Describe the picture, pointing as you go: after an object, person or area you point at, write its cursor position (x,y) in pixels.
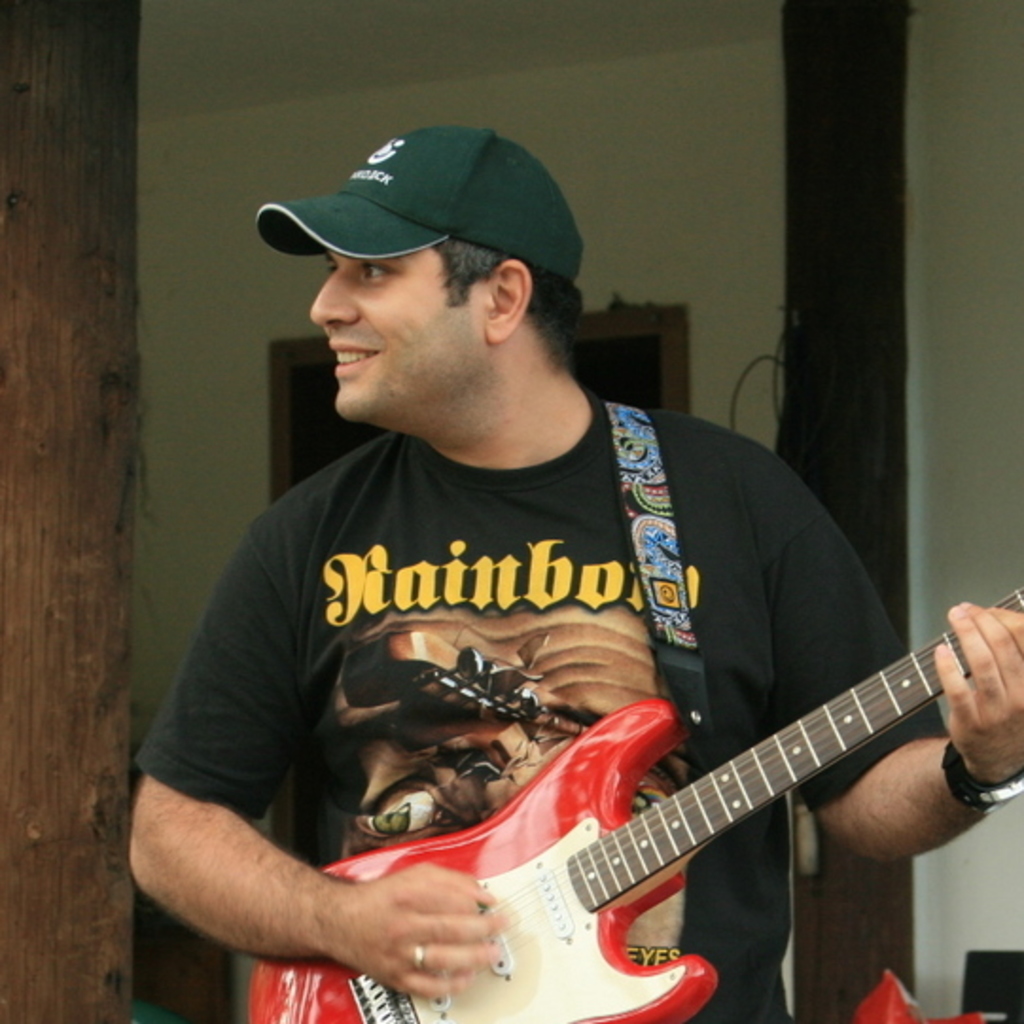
I can see a man (474,601) wearing a black T-shirt (738,593) holding and playing guitar (655,841). He is wearing a wrist watch (967,799) and a cap (458,203) on his head (479,304). At background (711,99) I can see a tree trunk (86,533) and wall (641,149).
